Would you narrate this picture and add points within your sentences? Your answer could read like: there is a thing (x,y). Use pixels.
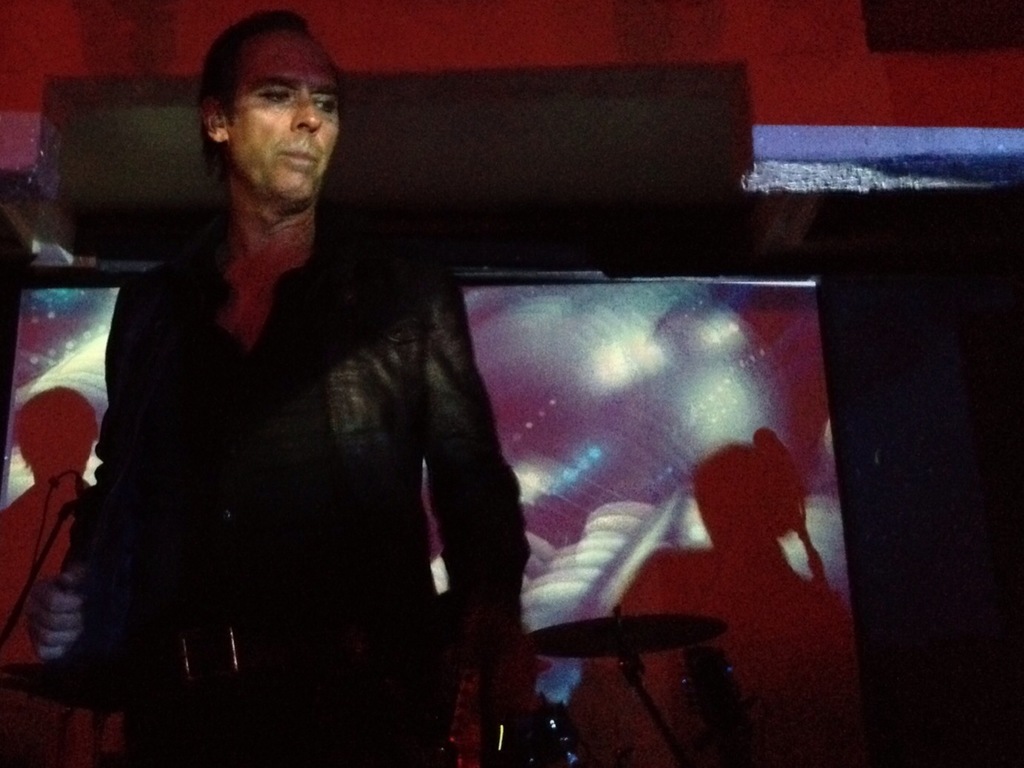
This man (338,237) wore black jacket (373,575). Background (589,576) there is a screen (610,576) and musical instruments (649,644).
